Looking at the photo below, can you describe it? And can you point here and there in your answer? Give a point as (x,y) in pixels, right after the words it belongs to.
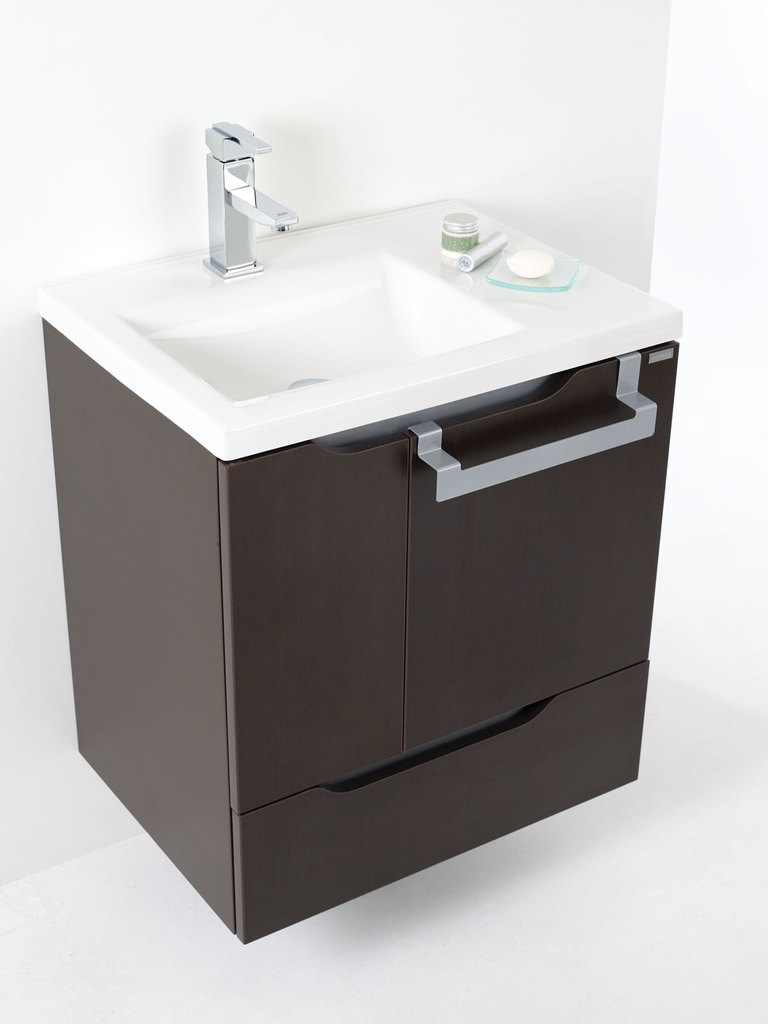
In this picture I can see a sink (259,258) in front (221,310) and I can see a tap (236,202) on it. Under the sink (244,385) I can see the drawers (436,579) and I see that it is white color in the background (746,696).
